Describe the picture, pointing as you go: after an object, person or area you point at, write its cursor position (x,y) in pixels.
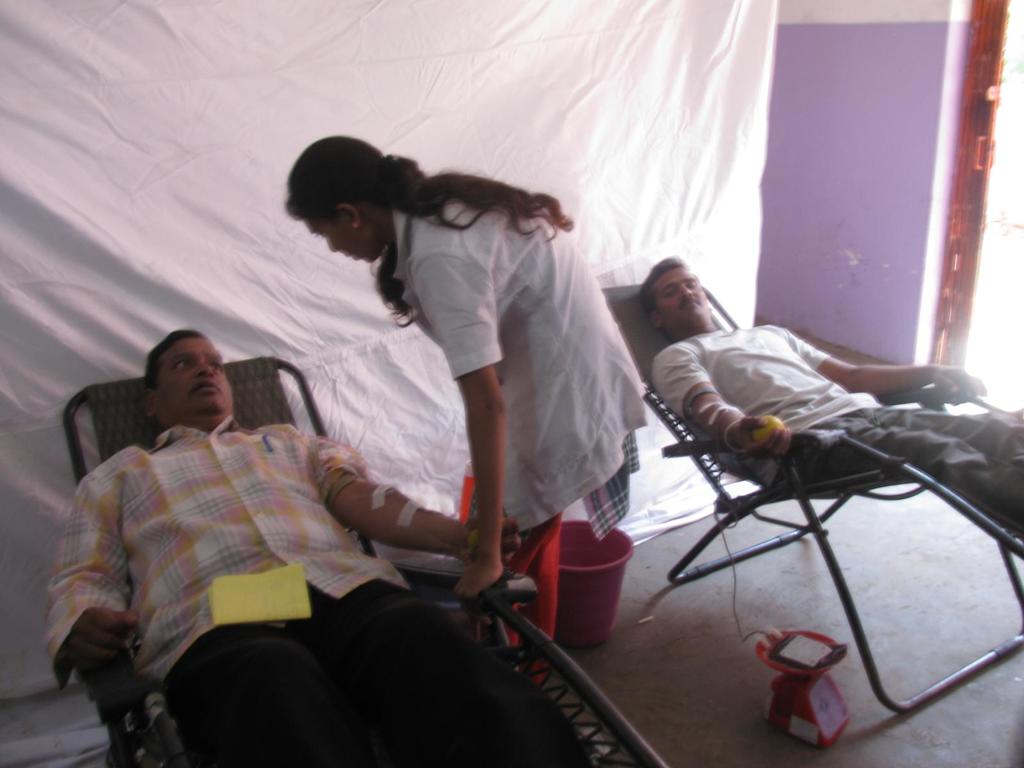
In this picture, There are two person (957,397) sitting on the chairs (499,587) and in the middle (532,486) there is a girl (546,450) standing and she is holding the chair (508,609), There is a bucket (595,602) which is in red color, In the background (396,472) there is a white color curtain (418,70) in the right side (849,143) there is a wall (830,73) and there is a grill (963,162) in brown color.
